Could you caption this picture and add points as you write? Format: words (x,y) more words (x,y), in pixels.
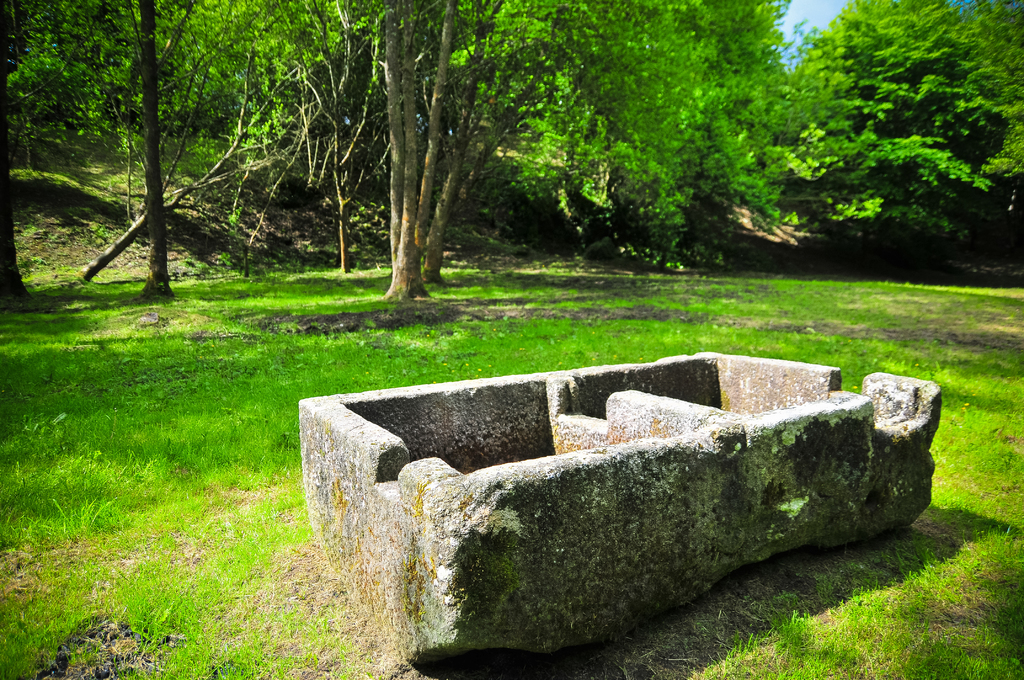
In this picture we can see a tub like thing (481,480) placed in the grass (162,340), around we can see some trees (180,158).
